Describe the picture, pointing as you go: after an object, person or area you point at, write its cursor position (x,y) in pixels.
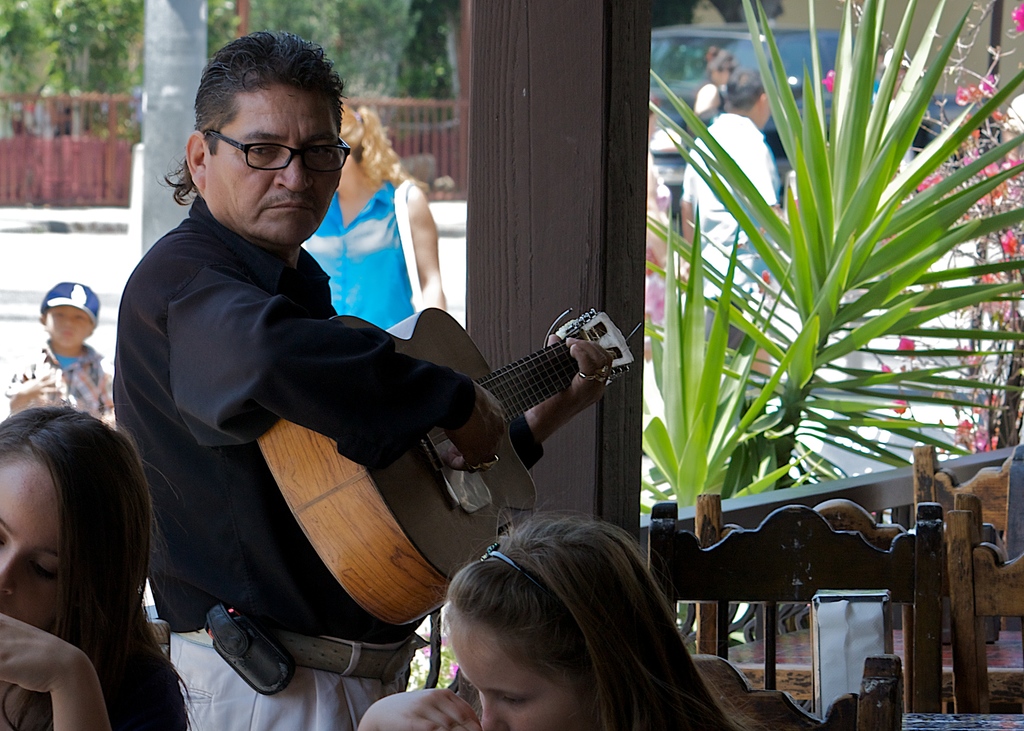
In this image I can see few people (124,380) where one man (265,44) is standing and holding a guitar (337,510), I can also see he is wearing a specs (339,148) and black shirt (219,400). In the background (823,207) I can see few plants (776,354), vehicles (795,44) and few trees (70,27).
